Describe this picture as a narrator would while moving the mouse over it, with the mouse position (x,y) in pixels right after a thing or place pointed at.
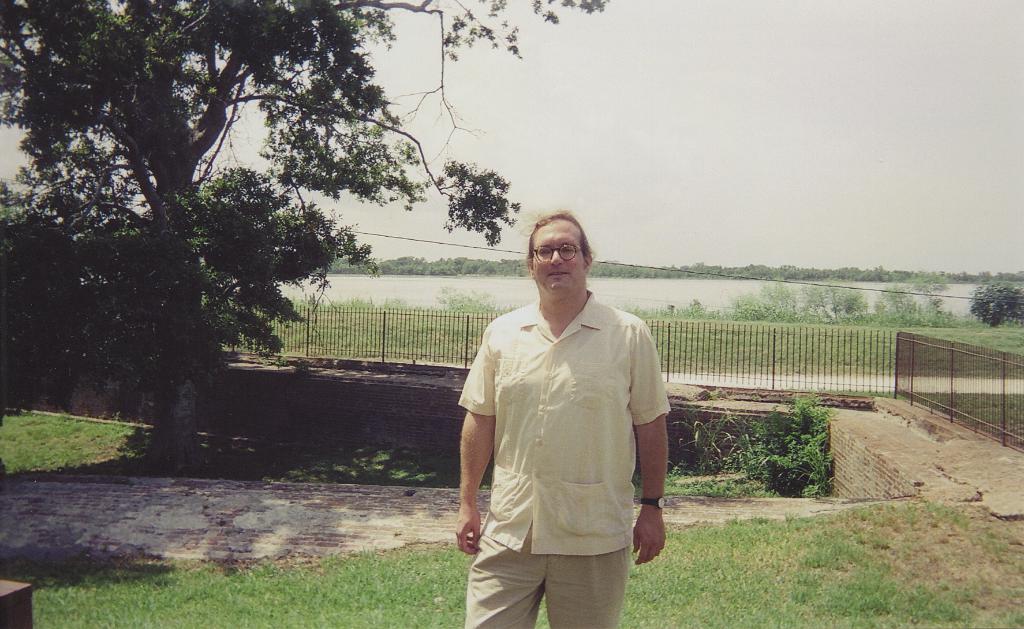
In this picture there is a man (574,430) who is wearing spectacle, shirt (574,423), trouser (596,598) and watch (653,505). On the right (897,350) we can see fencing (983,377), beside there is a road (930,385). In the background (1001,293) we can see river (880,285) and many trees (406,268). At the top (670,12) we can see sky (744,14) and clouds (746,13). On the bottom (745,561) we can see grass (737,628).
